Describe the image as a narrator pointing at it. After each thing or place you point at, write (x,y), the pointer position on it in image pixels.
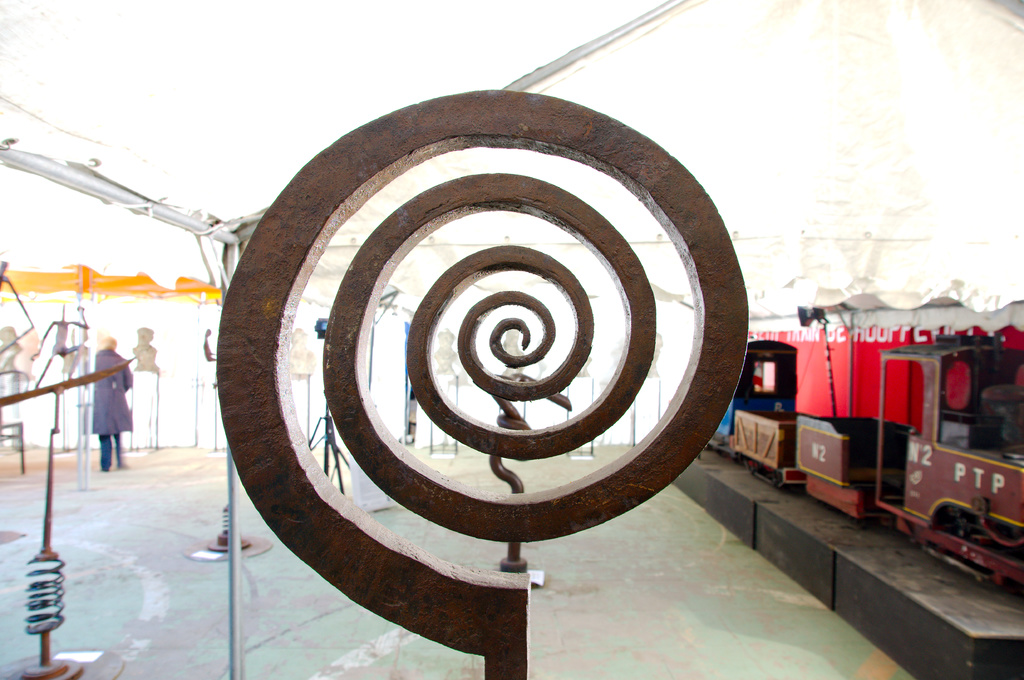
In this image in the front (336,367) there is a metal sculpture (447,415). On the right side (775,393) there are objects (859,419) which are blue and red in colour with some text (822,453) written on it and there is a curtain (844,368) which is red in colour with some text (882,335) written on it. On the left side (114,413) there is a person (114,398) standing and there are poles (231,462) and on the top (796,97) there is a white colour tent (769,113). In the background (181,379) there are statues (63,353) and there is a white colour tent (172,347).
